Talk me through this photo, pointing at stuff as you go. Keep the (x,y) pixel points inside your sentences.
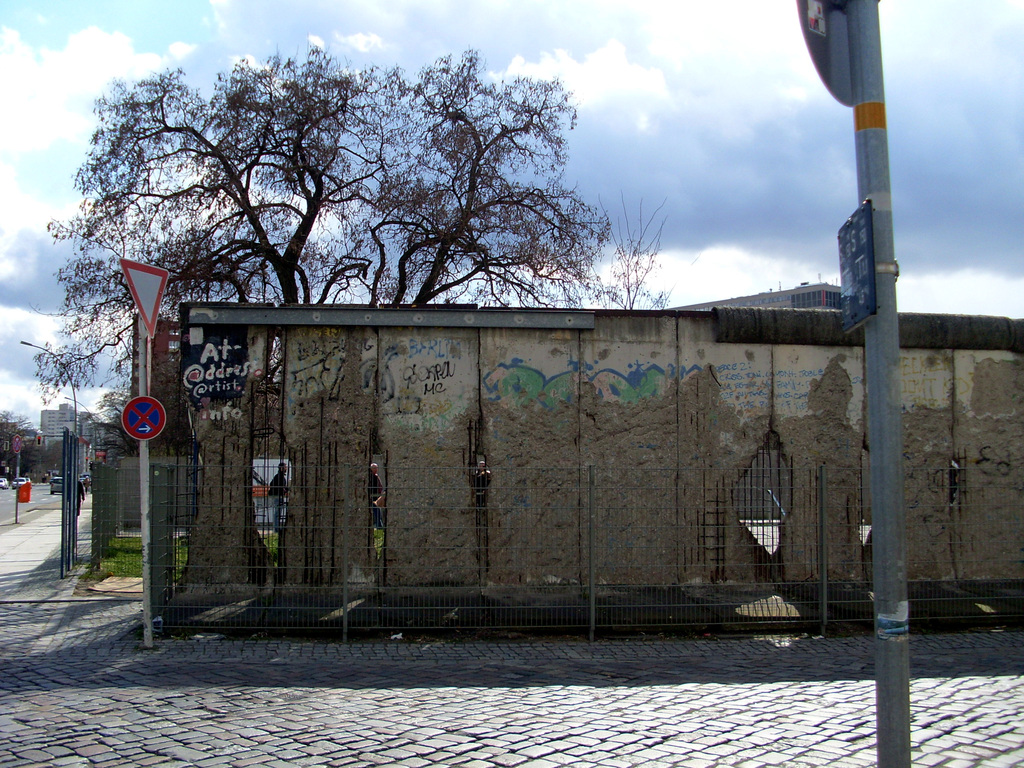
Here in this picture we can see a wall (330,396) present and on the road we can see sign boards (129,410) present on poles (141,460) and we can also see light posts (84,408) present and we can see trees (227,185) present and in the far we can see buildings (56,419) present and we can see the sky (12,61) is partly covered with clouds (723,79).
